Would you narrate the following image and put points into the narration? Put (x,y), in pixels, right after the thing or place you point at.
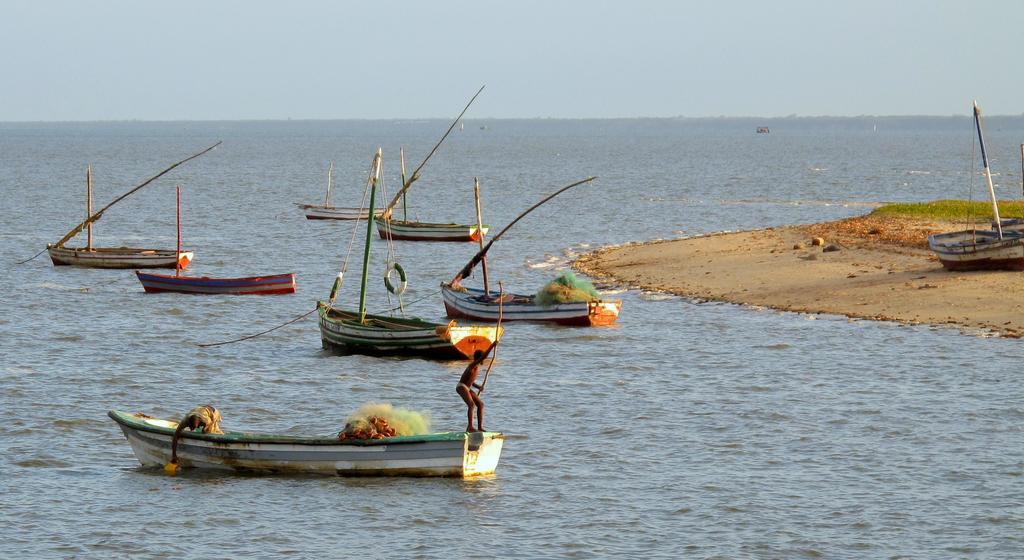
In this picture I can see boats (373,348) on the water (404,374), there are two boats (950,259) on the seashore (862,225), there are two persons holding objects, and in the background (747,19) there is sky (809,25).
